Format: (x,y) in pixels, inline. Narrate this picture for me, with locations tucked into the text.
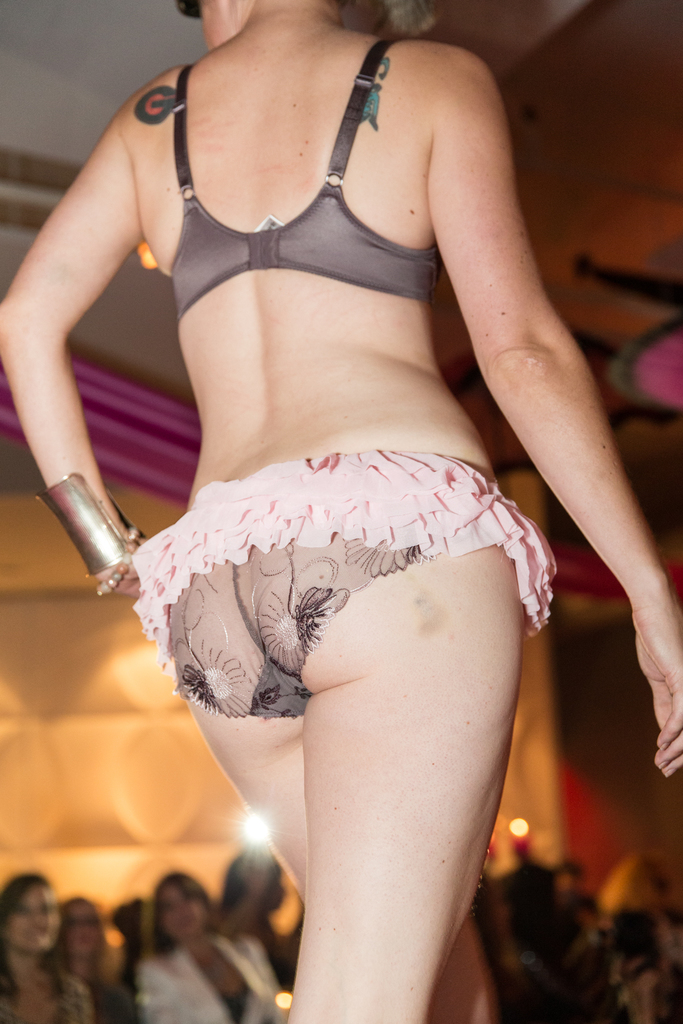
There is a woman (306,93) in bikini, walking on the stage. In the background (640,986), there are persons (235,868) sitting on chairs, there is a light (251,826), there is a roof (45,202) and wall (29,647).
